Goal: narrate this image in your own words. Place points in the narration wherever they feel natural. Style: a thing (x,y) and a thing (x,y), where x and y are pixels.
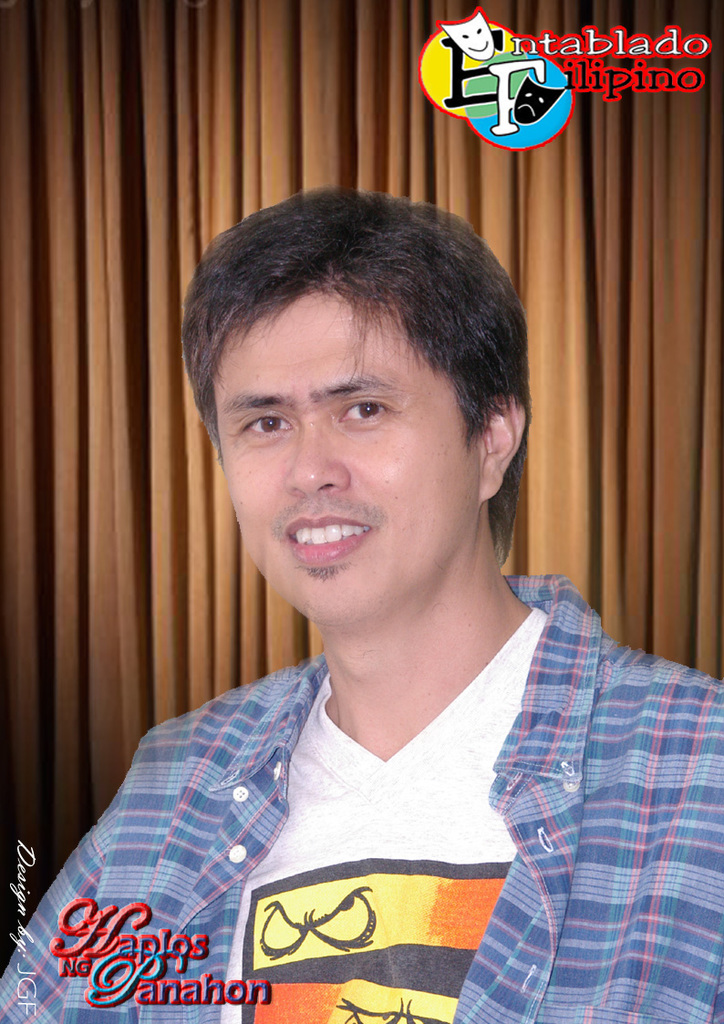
On the bottom left (137,910), there is a watermark (151,966). In the middle of this image (473,528), there is a person (473,530) in a white color T-shirt (365,773), smiling. On the top right (620,87), there is a watermark (566,87). In the background (386,132), there is a brown color curtain (8,382).
